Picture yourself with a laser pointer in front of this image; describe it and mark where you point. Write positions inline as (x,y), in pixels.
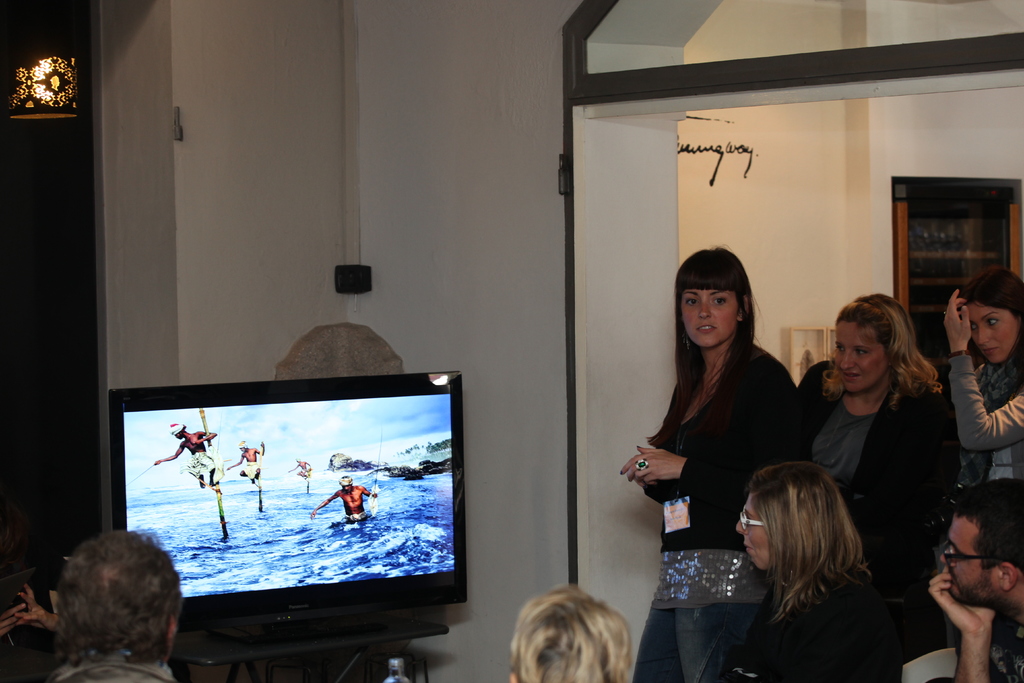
In this image I can see the group of people (727,535) with different color dresses (687,610). I can see the screen (348,564) in-front of these people (658,609). In the background (530,245) I can see the wall (422,204).
